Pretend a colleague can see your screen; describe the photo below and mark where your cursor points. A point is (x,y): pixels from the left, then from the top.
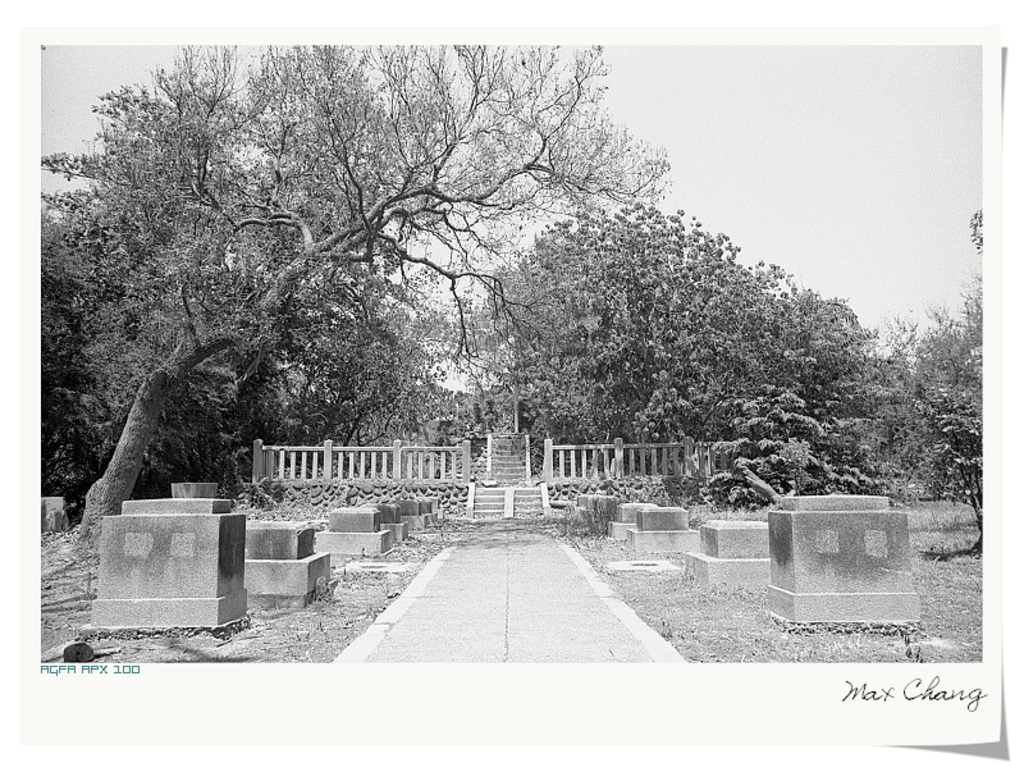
This is a black and white picture. In this picture we can see the sky (940,225), trees (202,451), stairs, railings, pathway (548,618) and concrete blocks (837,592). At the bottom portion of the picture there is something written.
